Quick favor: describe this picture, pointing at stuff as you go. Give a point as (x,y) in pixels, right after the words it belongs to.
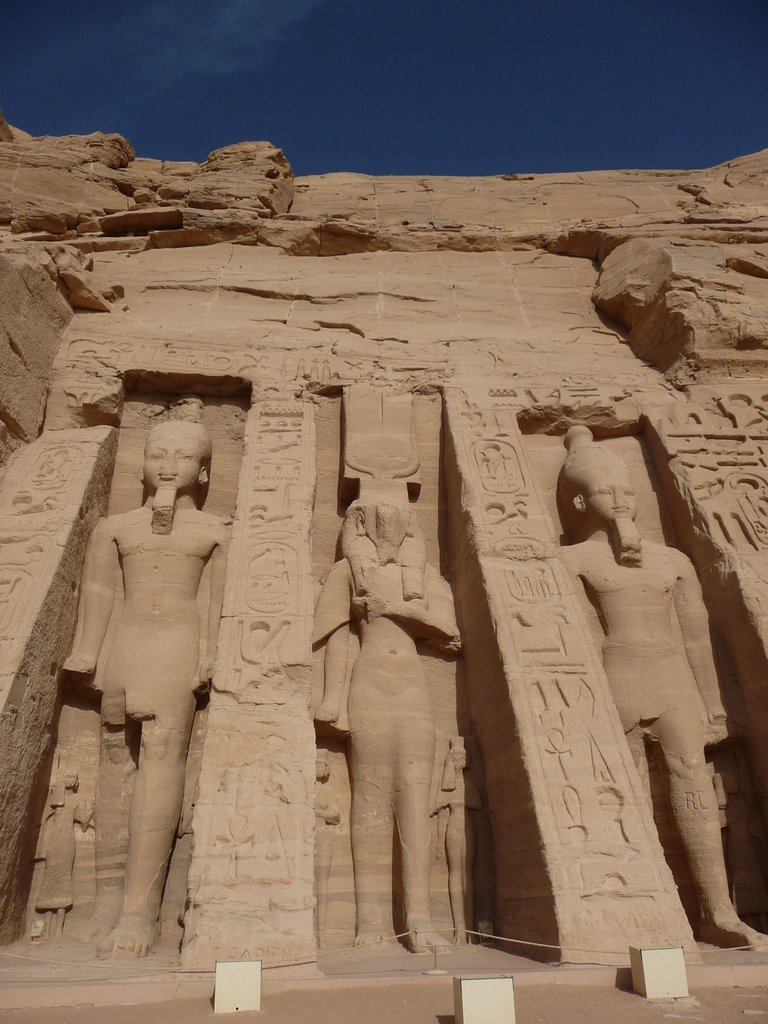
In this image in the center (345,593) there are some sculptures (366,609), and there is a wall (49,391). At the bottom (285,982) there are some boxes (481,990) and walkway (699,995), at the top (314,97) there is sky (424,119).
